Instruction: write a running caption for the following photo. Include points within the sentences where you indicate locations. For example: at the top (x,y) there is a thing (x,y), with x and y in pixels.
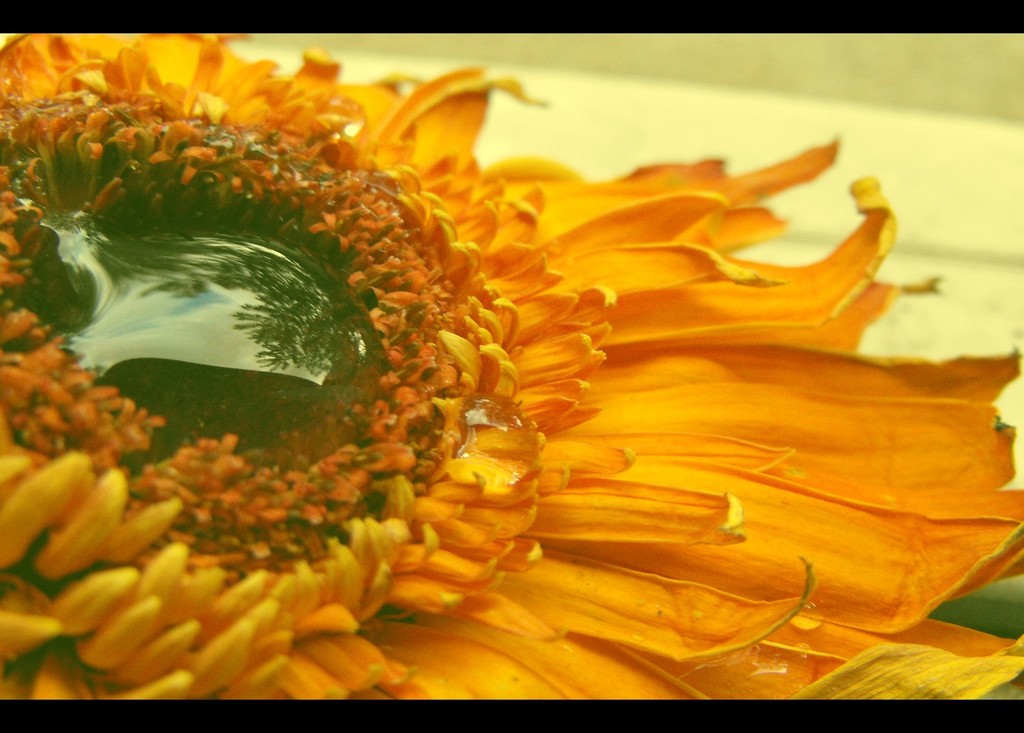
In this image we can see a flower (412,378).
